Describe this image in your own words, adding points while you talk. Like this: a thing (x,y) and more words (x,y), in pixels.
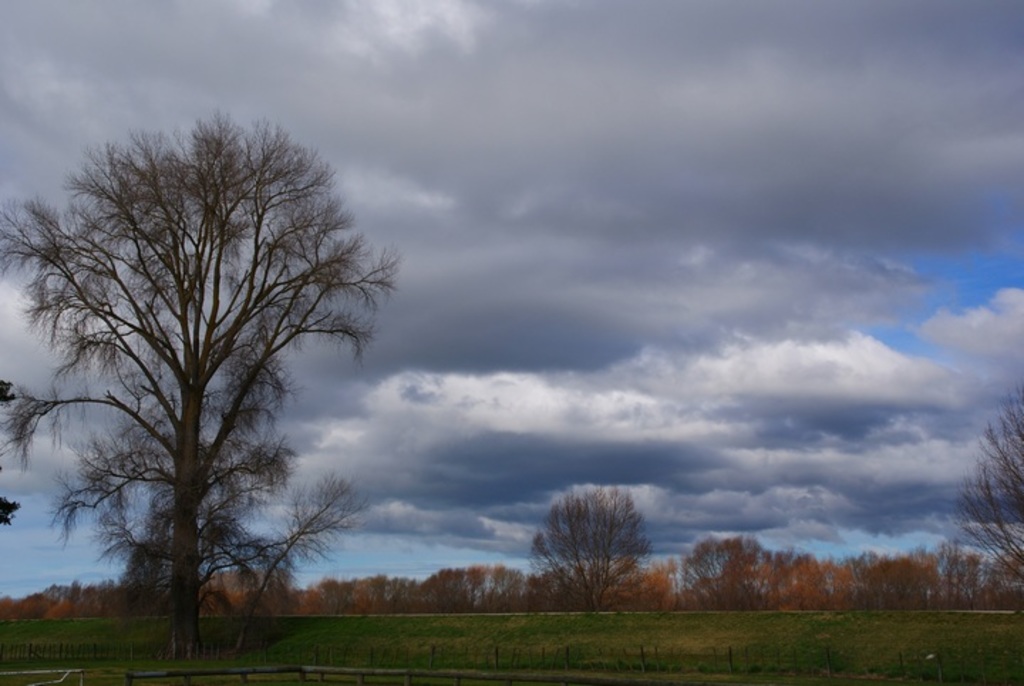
In this image on the left side (159,295) we can see a tree (159,295), at the bottom (258,667) we can see fence (557,674), objects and grass (622,617) on the ground (614,620). In the background (576,494) there are trees (623,599) and clouds (567,113) in the sky (514,104).
